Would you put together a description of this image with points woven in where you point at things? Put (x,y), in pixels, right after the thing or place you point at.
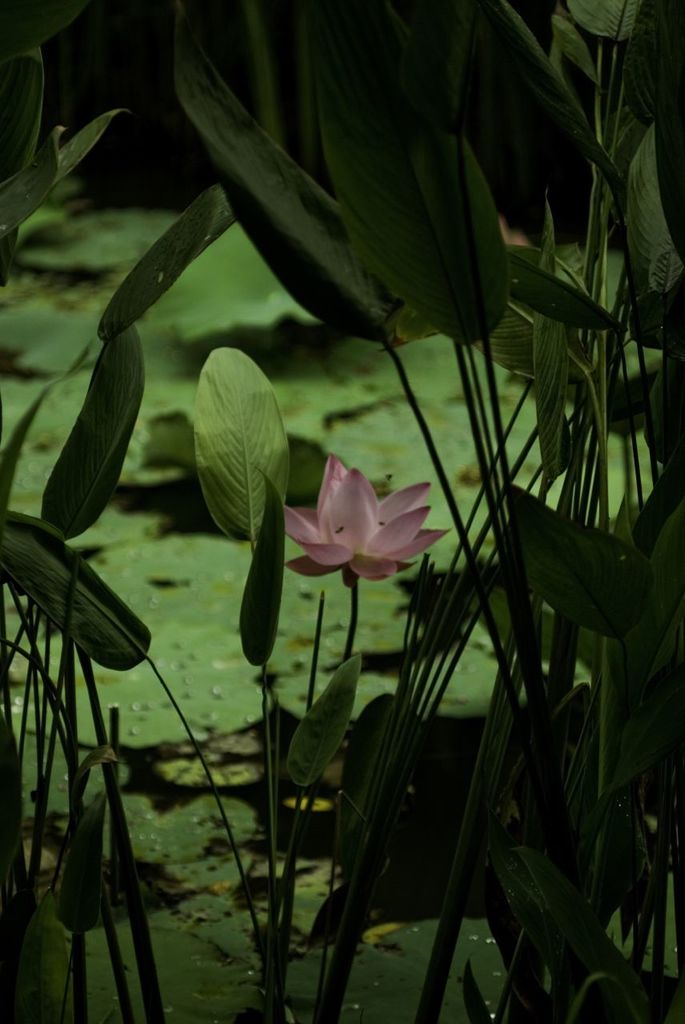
We can see pink flower (316,548) and green leaves (632,746). In the background (586,646) we can see green leaves (427,919) and it is dark.
